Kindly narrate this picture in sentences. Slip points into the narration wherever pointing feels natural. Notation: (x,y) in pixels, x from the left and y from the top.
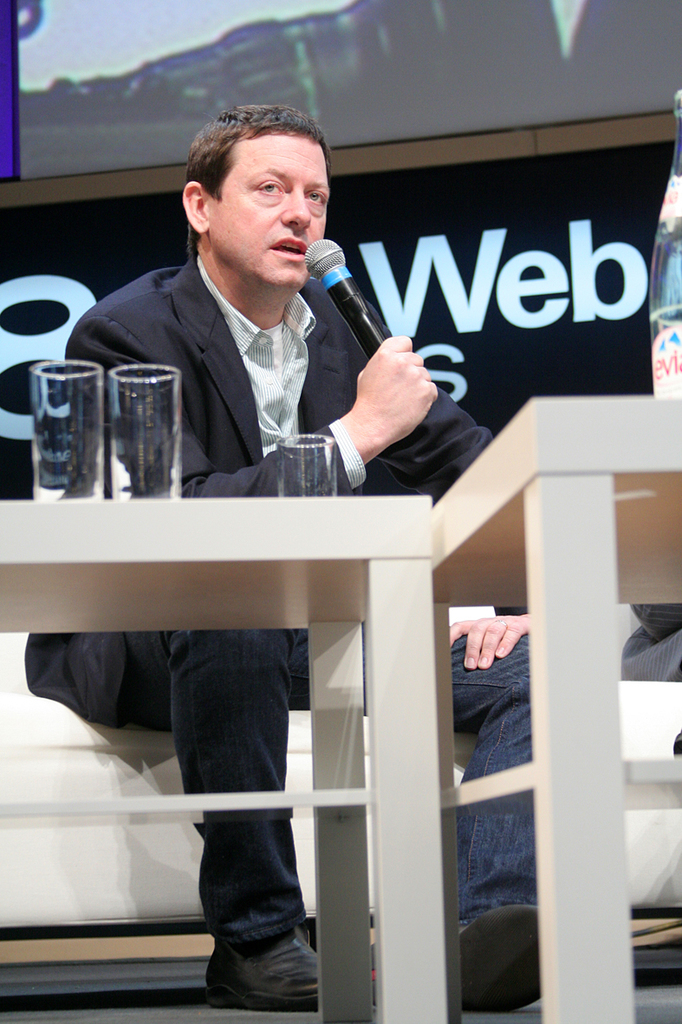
This is a picture of a man (281,635) sitting on a white sofa (100,773) holding the microphone (334,288), In front of the man (276,420) there is a table (269,539) on the table (187,535) there is the glass (61,428) back side of the man (238,253) there is a screen (24,85).
